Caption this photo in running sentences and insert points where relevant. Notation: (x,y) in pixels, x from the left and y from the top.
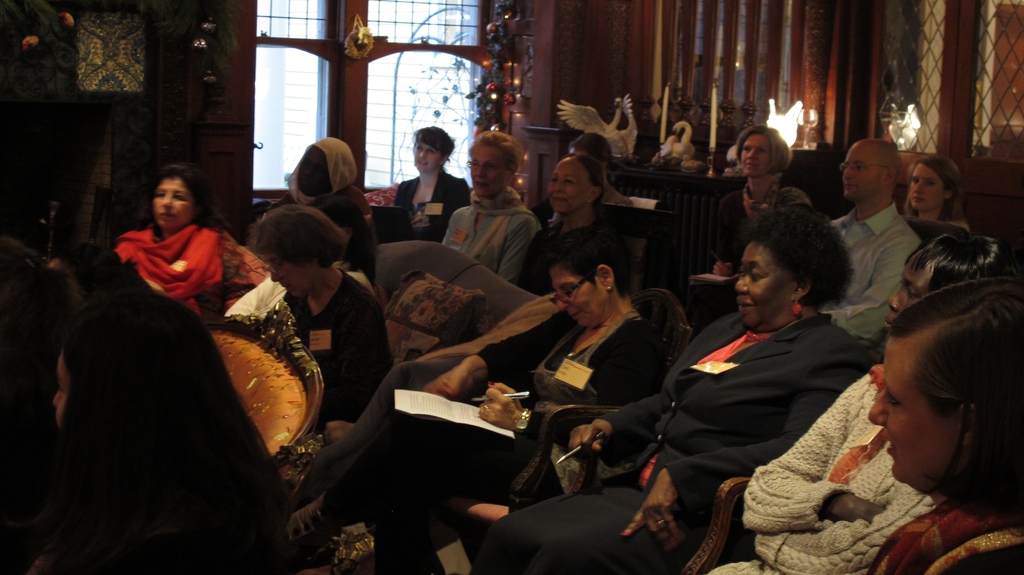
This image is taken indoors. In the background (122,106) there is a wall (533,135) with a window (380,99) and there are a few curtains (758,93), lamps (799,104) and a picture frame (112,66) on it. In the middle of the image (365,208) many people (121,341) are sitting on the chairs (675,325). There are a few toys (614,129) and candles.
